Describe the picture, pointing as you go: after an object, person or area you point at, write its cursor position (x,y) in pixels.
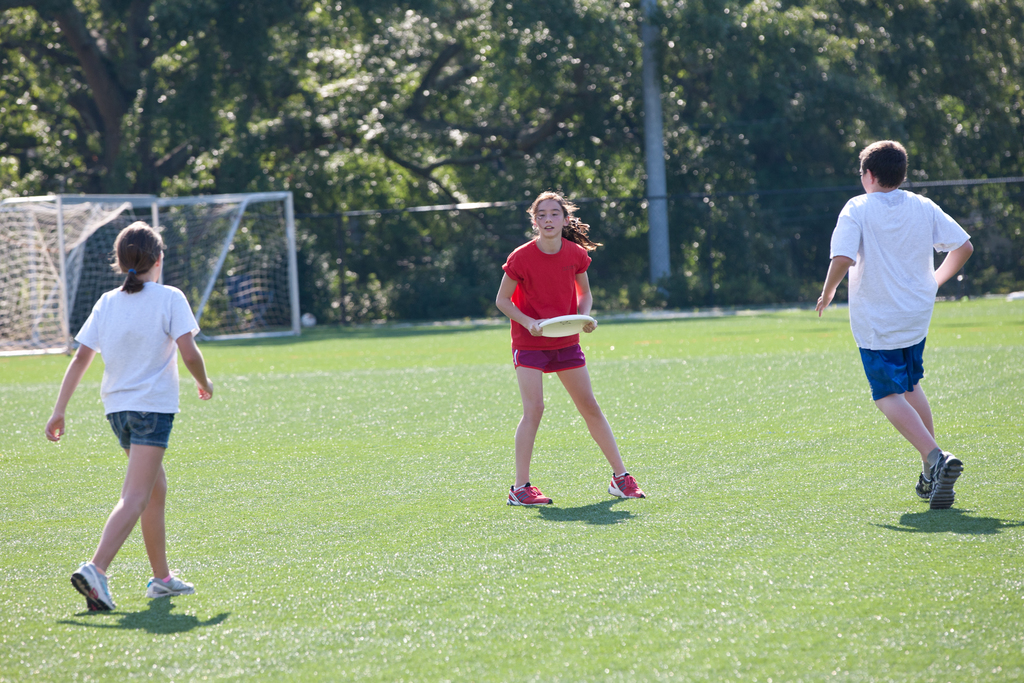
This person (559,255) is holding a disc (573,330). Here we can see two people (878,244). Far there is a mesh (37,258), trees (671,239) and pole (654,150).
